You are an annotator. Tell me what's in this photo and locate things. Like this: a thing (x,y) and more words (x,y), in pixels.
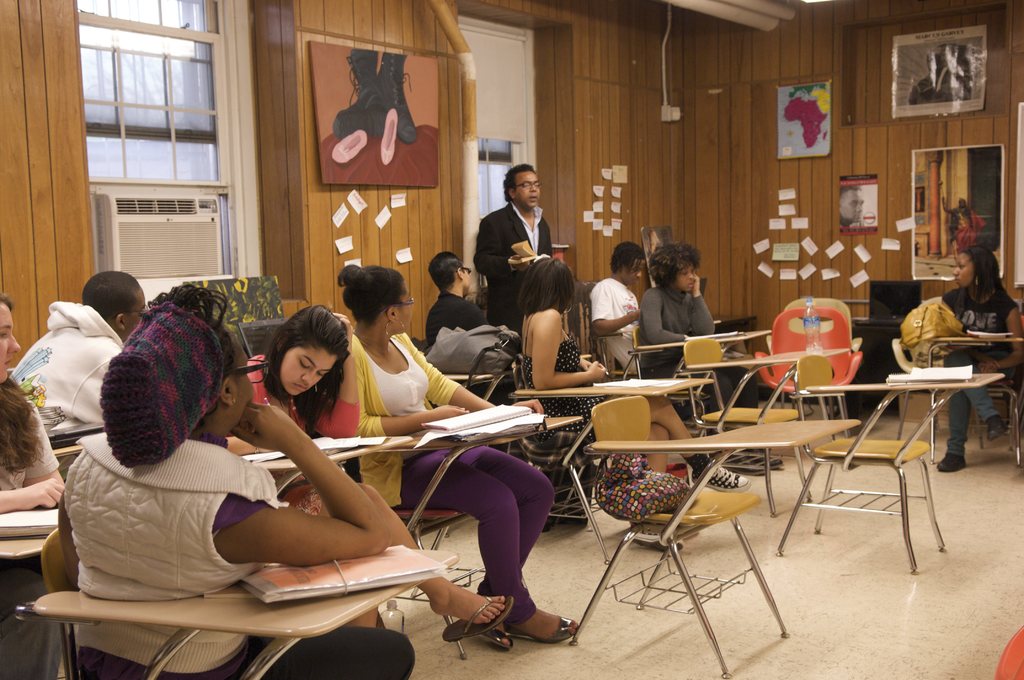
There are many people (330,370) sitting in a class room (885,369) in their chairs (602,450) and one guy (512,263) is standing and teaching them lessons. In the background (396,137), we can observe photographs (376,148) to the wall (376,200) and some paper (343,214) stuck to the wall (372,246).
